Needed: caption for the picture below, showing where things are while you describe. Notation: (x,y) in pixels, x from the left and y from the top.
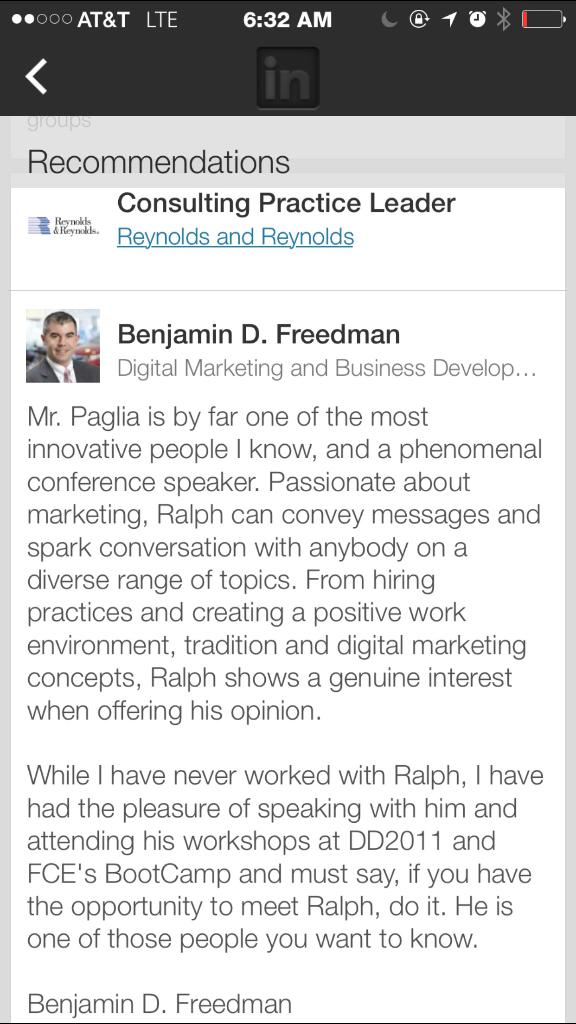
In this image we can see a screenshot (270,280) and some text (229,160) in it.
